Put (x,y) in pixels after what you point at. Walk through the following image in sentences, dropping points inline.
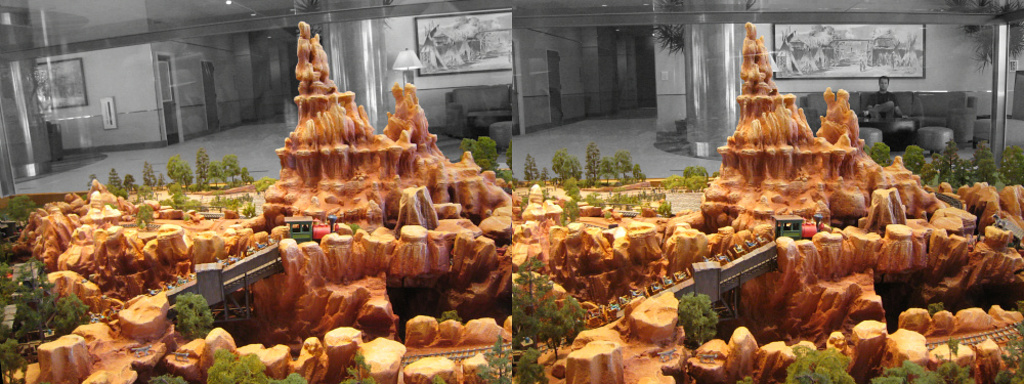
In this image there are two collage images, in image one there is a mountain mould (120,211) in that mould (382,368) there is a train (251,248), in the background (205,113) there are rooms (289,74) and a sofa set (455,112), in the second image there is a mountain mould (750,48) in that there is train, in the background (582,92) there are rooms (614,40) and a wall (985,88), near the wall (666,76) there is a sofa set (966,128) in that a man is sitting.
